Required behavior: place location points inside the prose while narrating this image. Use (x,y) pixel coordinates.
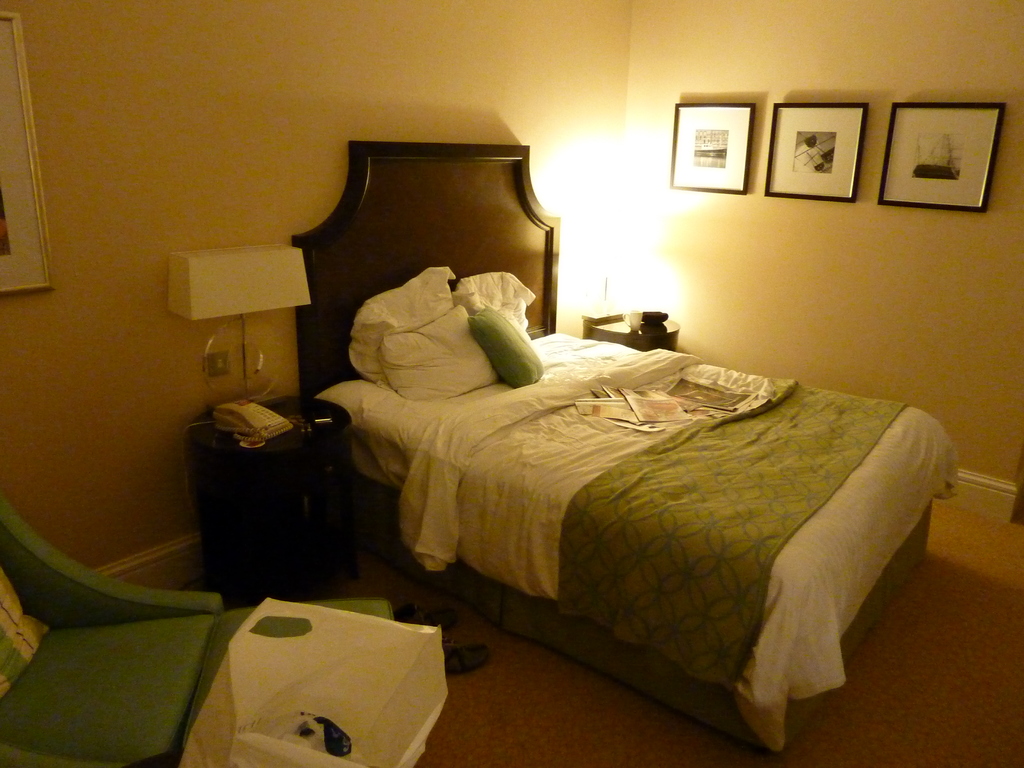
The room (631,391) has a bed (599,515) with pillows (477,379) and blanket (661,454) on it, beside the bed (547,509), there is a table (310,486) with bed lamp (265,295) on it. There are photographs (781,147) to the right side wall (884,253). There is a recliner chair (167,629) left side of the bed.
